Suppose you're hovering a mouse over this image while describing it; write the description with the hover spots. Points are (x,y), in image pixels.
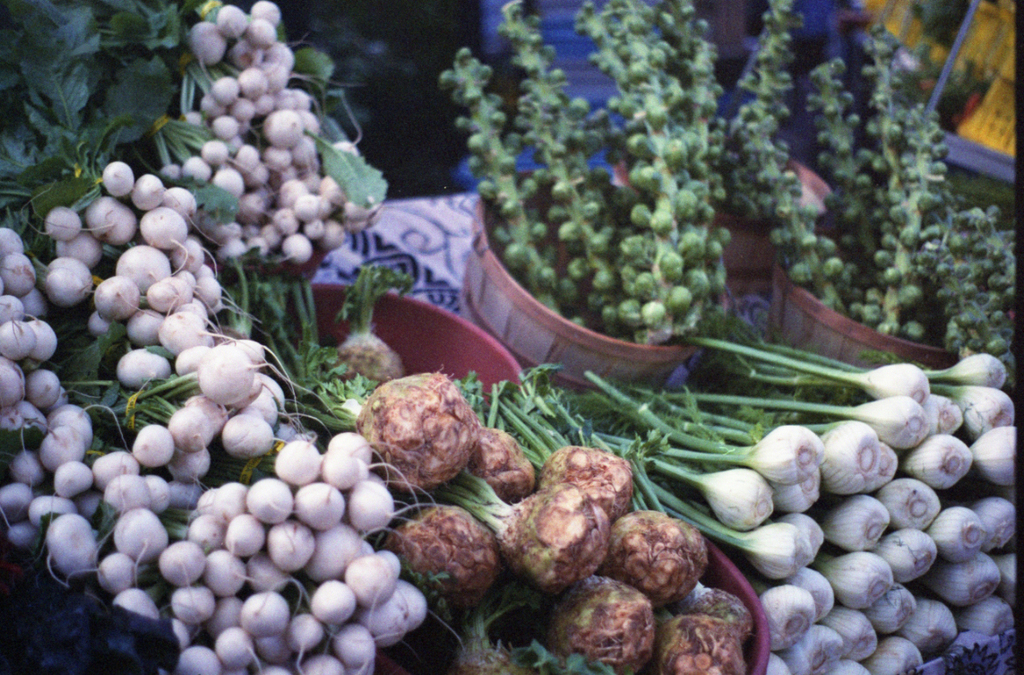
In this picture we can see vegetables (952,613) in the baskets (505,353).
